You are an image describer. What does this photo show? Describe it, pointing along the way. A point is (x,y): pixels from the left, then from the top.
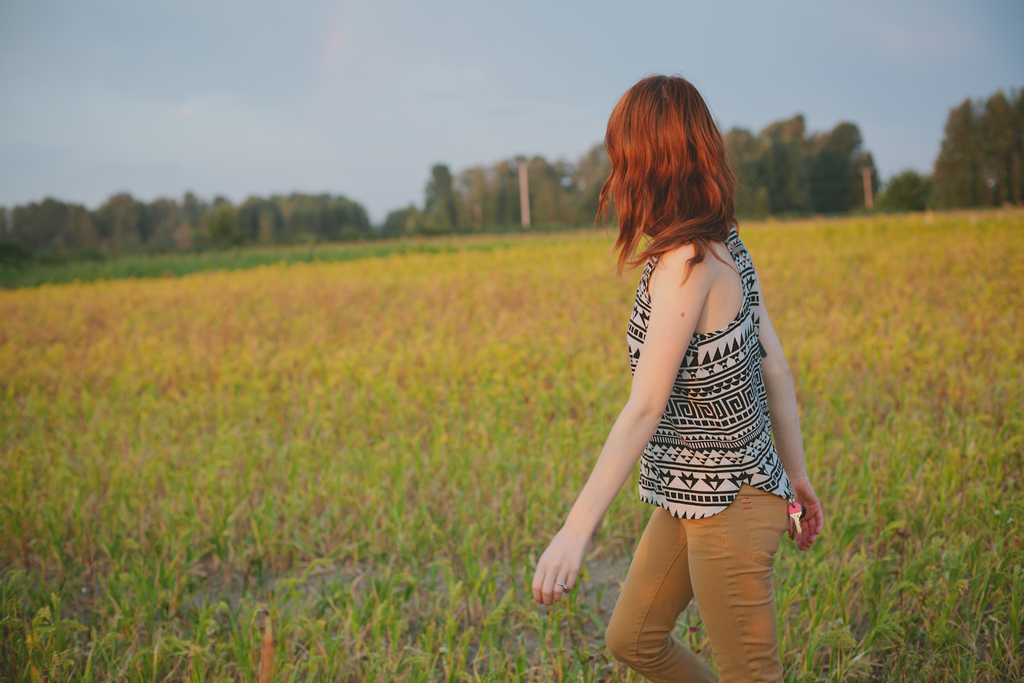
In this picture we can see a girl (687,366) walking on the ground (283,529), grass (462,253), trees (399,221) and in the background (346,66) we can see the sky (185,129).
